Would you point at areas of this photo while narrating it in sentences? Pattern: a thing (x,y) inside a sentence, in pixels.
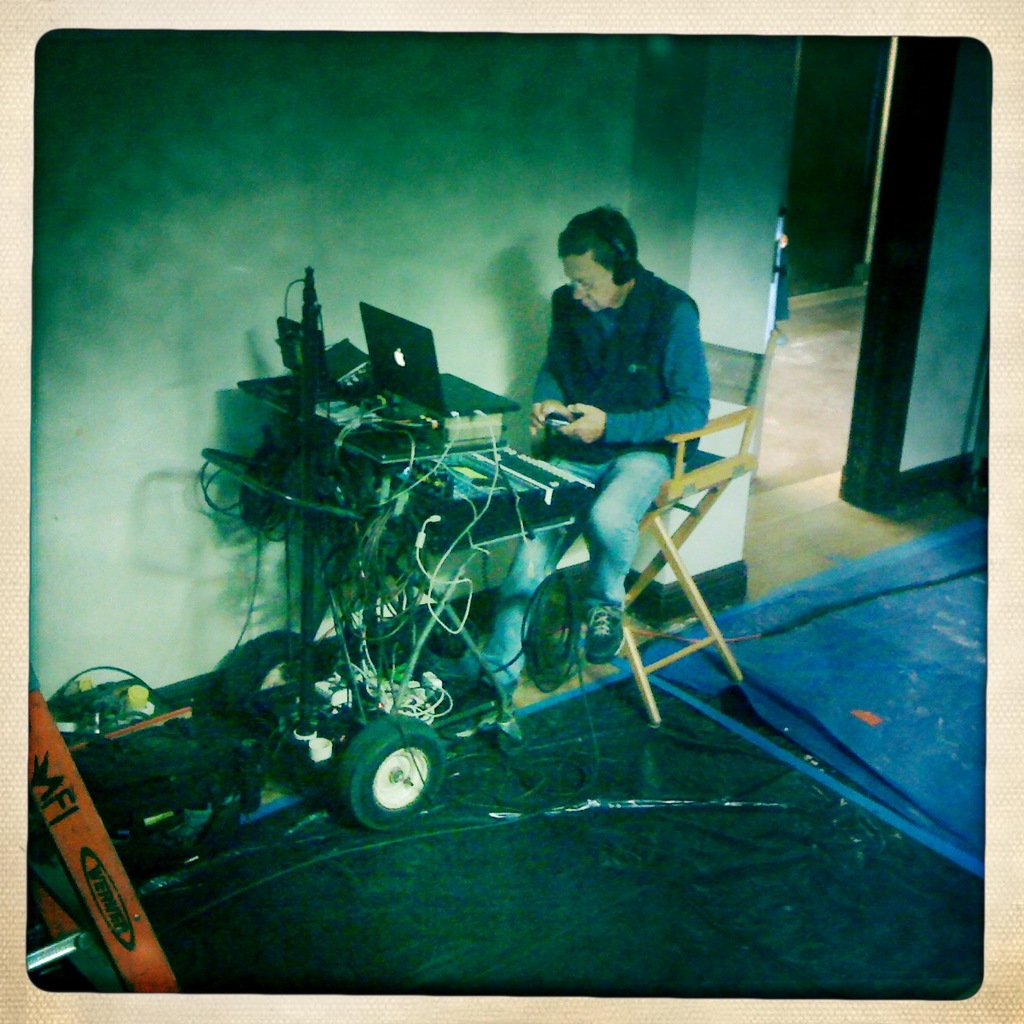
This is an inside view. Here I can see a man (614,464) is sitting on a chair (677,479). In front of this man (607,368) there is a table (486,474) on which a laptop (385,353), few wires (365,510) are placed. The man (546,401) is holding an object (554,419) in the hands (543,413) and looking at that object (560,418). On the floor (709,837) I can see some sheets (724,890). At the back of this man (626,337) there is a wall (324,177).
